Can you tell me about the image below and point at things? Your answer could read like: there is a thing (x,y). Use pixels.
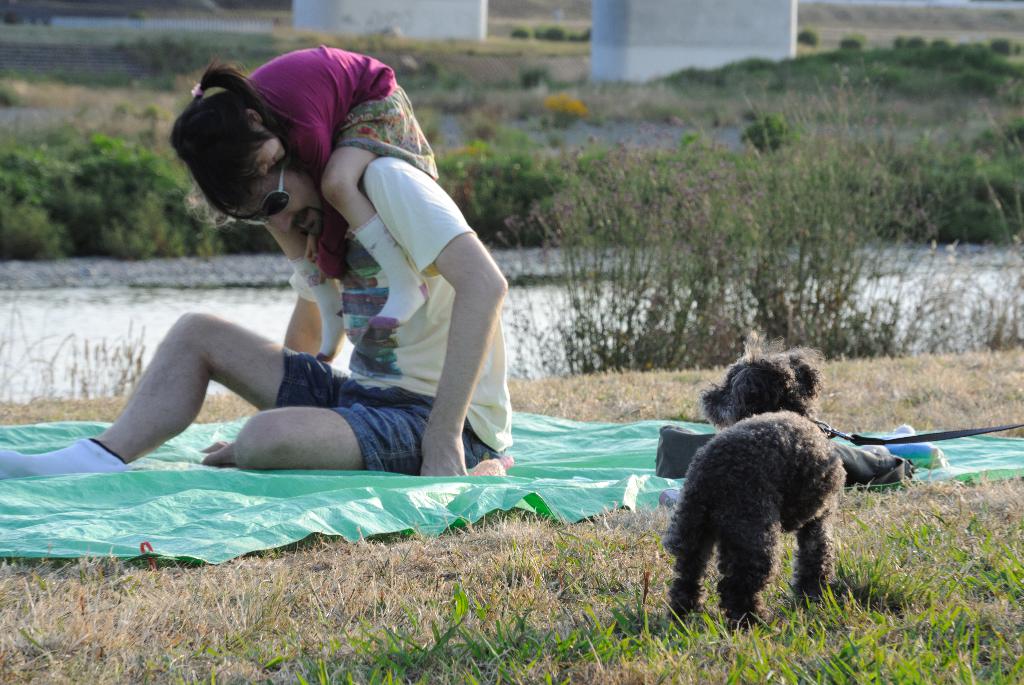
Here we can see a man (370,407) sitting on a cover (466,501). On his shoulders (417,184) we can see a kid (307,155). This is grass (660,597) and there is a dog (741,467). In the background (670,350) we can see plants (629,216) and there is a wall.
